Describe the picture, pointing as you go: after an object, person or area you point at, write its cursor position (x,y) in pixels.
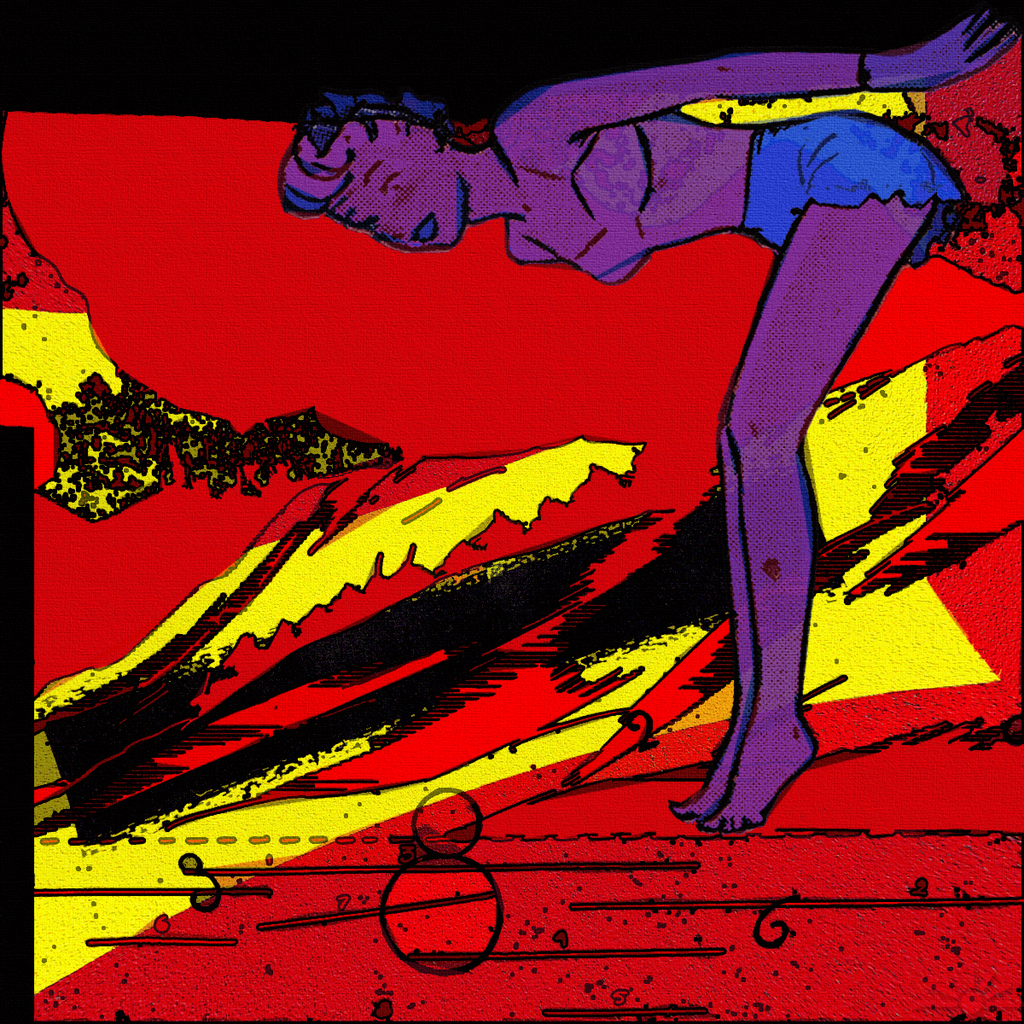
This image is a painting. In this image we can see a lady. In the background (359,685) there is an object (341,501).
